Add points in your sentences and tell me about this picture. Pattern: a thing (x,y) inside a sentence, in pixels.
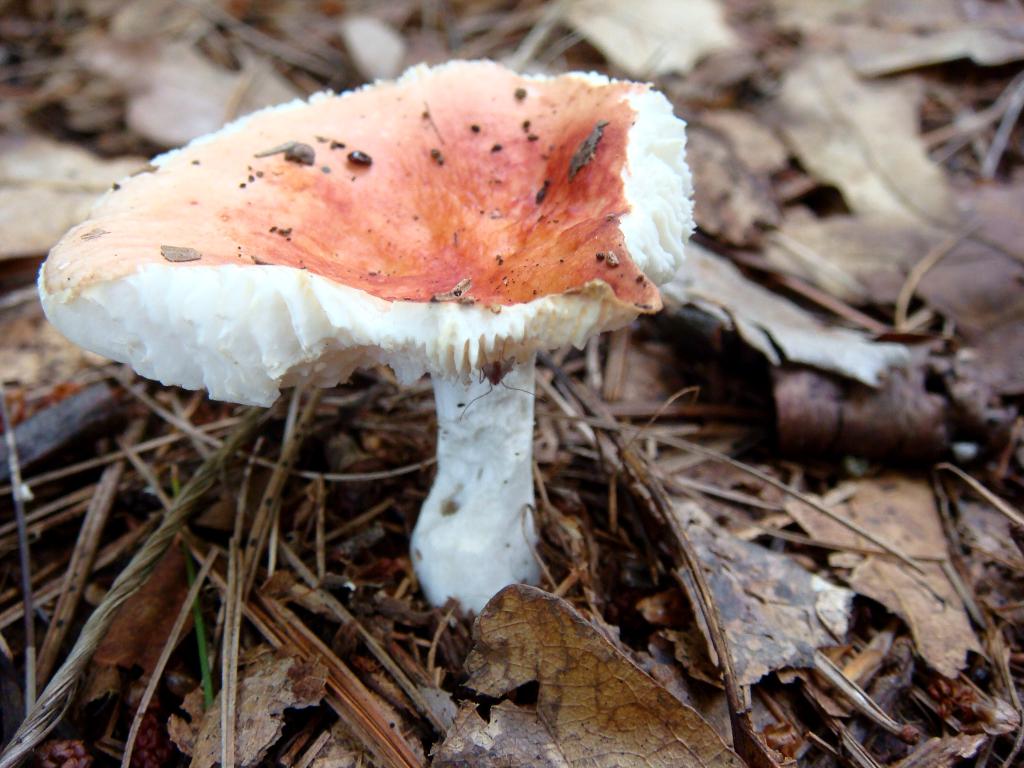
We can see mushroom (457,323), grass (684,548) and dried leaves (696,522).
